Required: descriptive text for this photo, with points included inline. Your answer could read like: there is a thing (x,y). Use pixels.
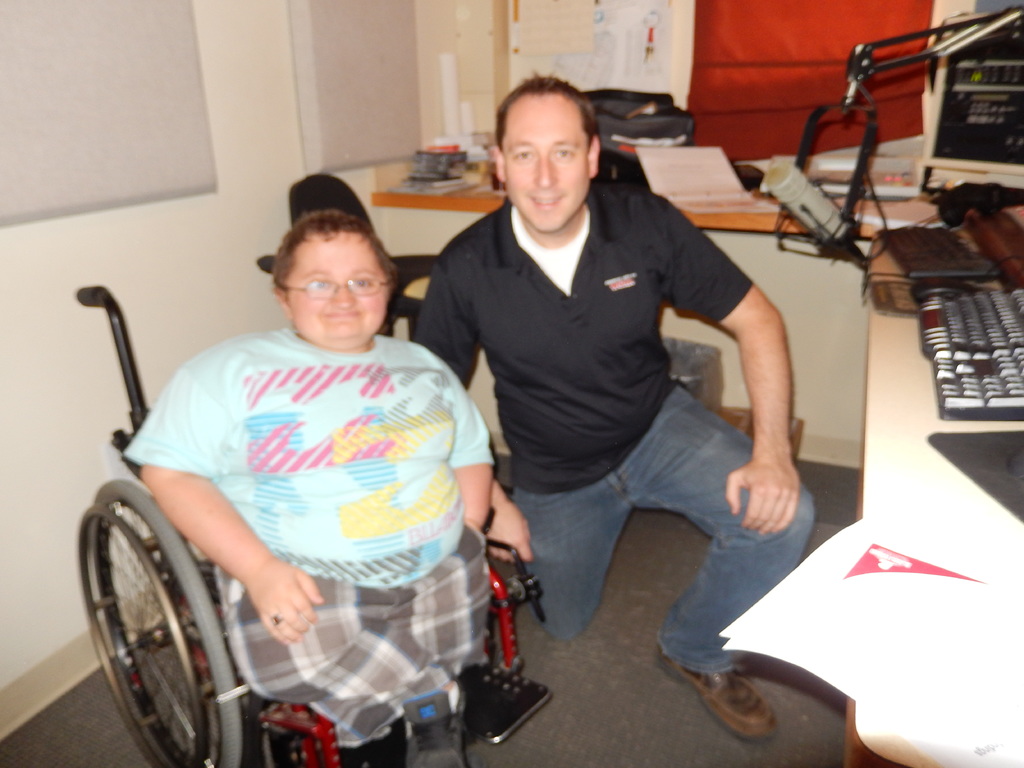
In this image there is a person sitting on the wheel chair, another person (618,432) sitting on his knee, and there are books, bag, keyboards (988,354), mouse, mouse pads (1000,464) and some objects (963,158) on the tables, papers (606,21) stick to wall (424,98).
